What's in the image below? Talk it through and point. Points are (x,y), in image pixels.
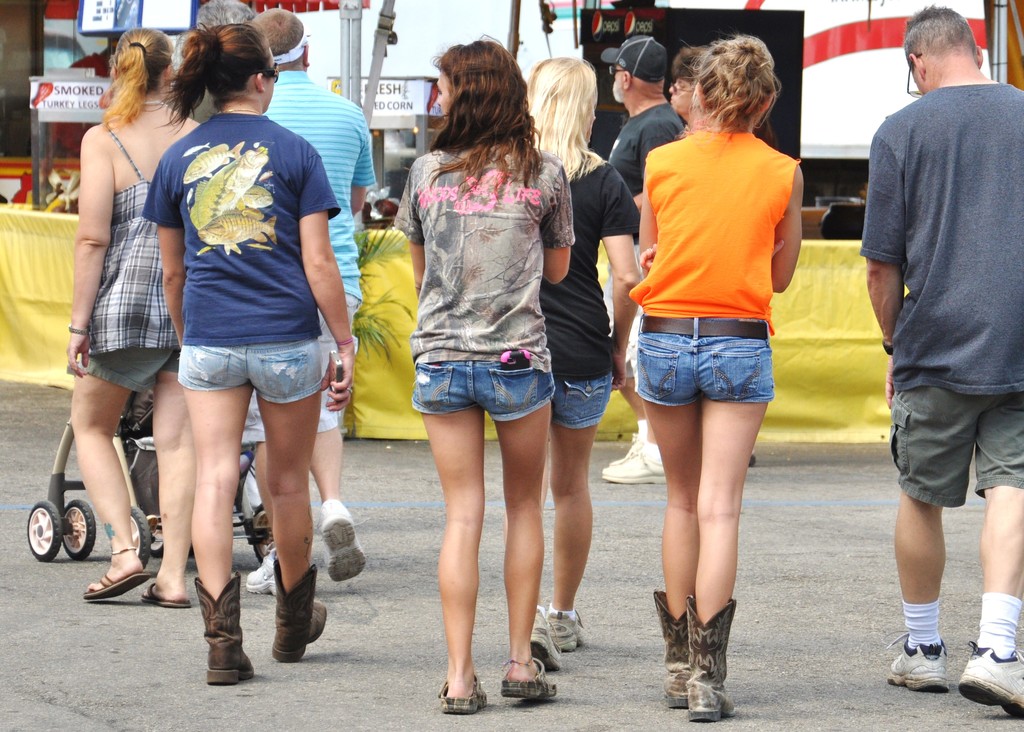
In the center of the image (535,435) there are people (240,668) walking on the road (812,452).
